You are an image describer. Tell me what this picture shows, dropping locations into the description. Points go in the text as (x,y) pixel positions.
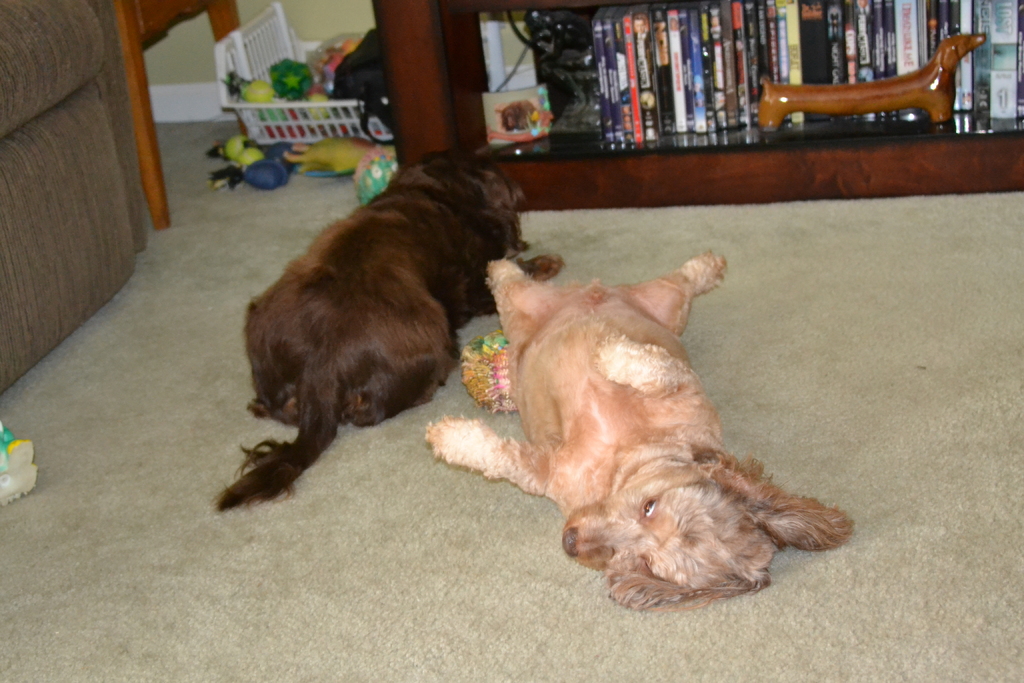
In the image there are two dogs (605,472) lying on a carpet (181,321) and behind them there are many toys (314,76) kept in a tray (251,69) and on the right side (719,59) there are a lot of DVDs (694,57) in a shelf (428,62).
